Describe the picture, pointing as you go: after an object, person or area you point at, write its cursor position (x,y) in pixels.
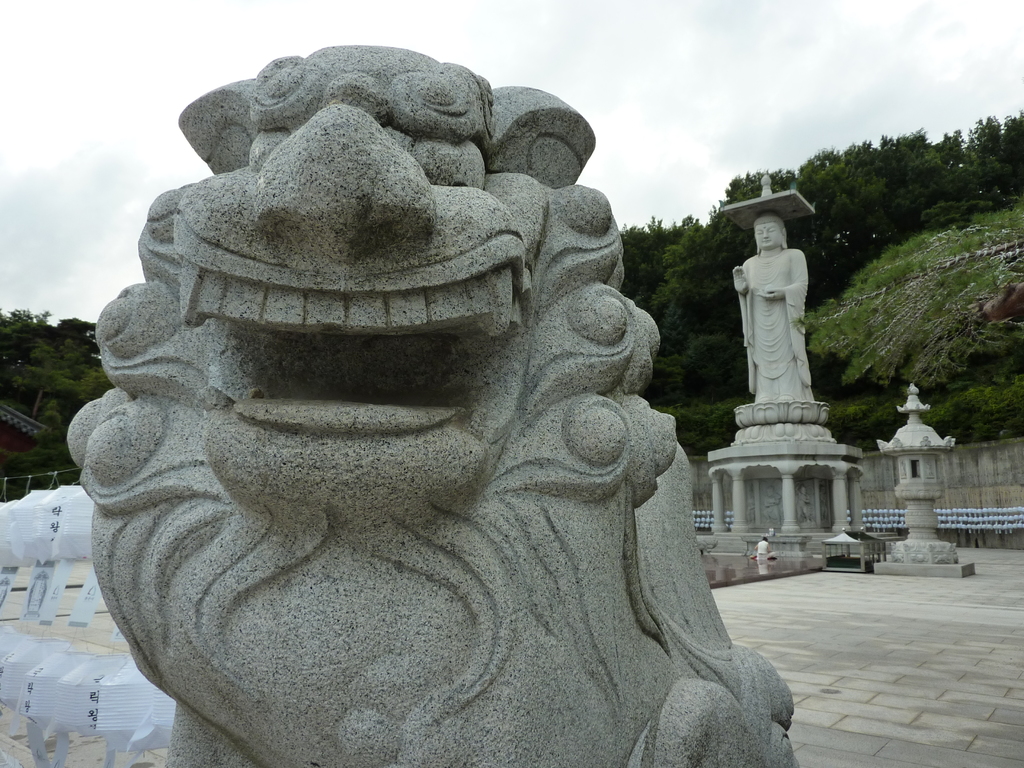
In this image I can see a rock sculpture (419,661) which is ash in color, few white colored lanterns (127,660), the floor (892,696), a person (765,547) and a huge statue (798,331) of person (759,302). In the background (814,311) I can see few trees (792,231) on the mountain (915,184) and the sky (681,93).
